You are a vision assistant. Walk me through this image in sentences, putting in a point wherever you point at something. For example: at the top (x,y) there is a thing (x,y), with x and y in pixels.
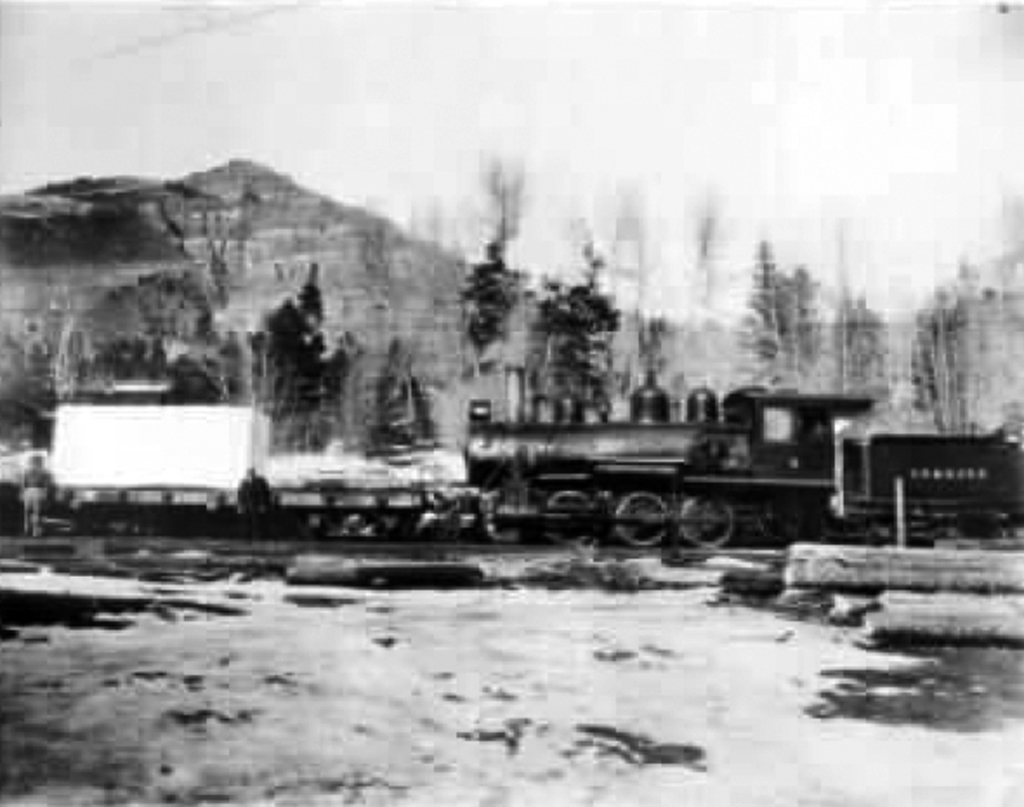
In this picture I can see a train (699,503). I can also see trees (364,348), mountain (322,272) and sky (456,185). This picture is black and white in color.
